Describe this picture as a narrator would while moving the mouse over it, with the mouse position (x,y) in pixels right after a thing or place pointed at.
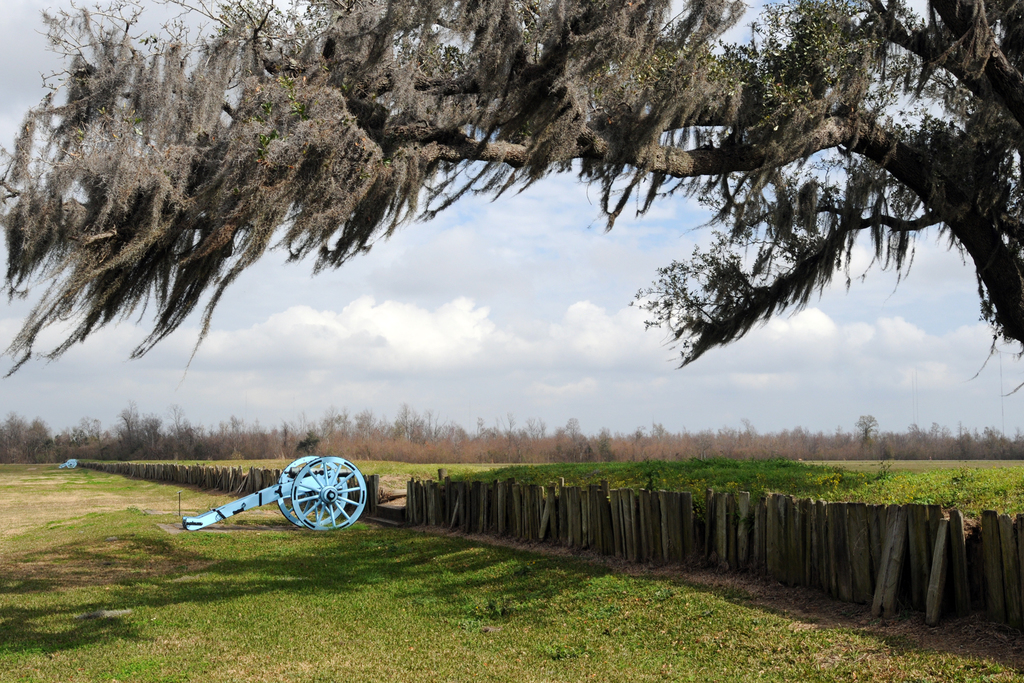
In this image there is a wooden cart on the grass field (129,635) behind that there is some wooden fence (995,571), grass ground (923,479) and trees (169,200).
